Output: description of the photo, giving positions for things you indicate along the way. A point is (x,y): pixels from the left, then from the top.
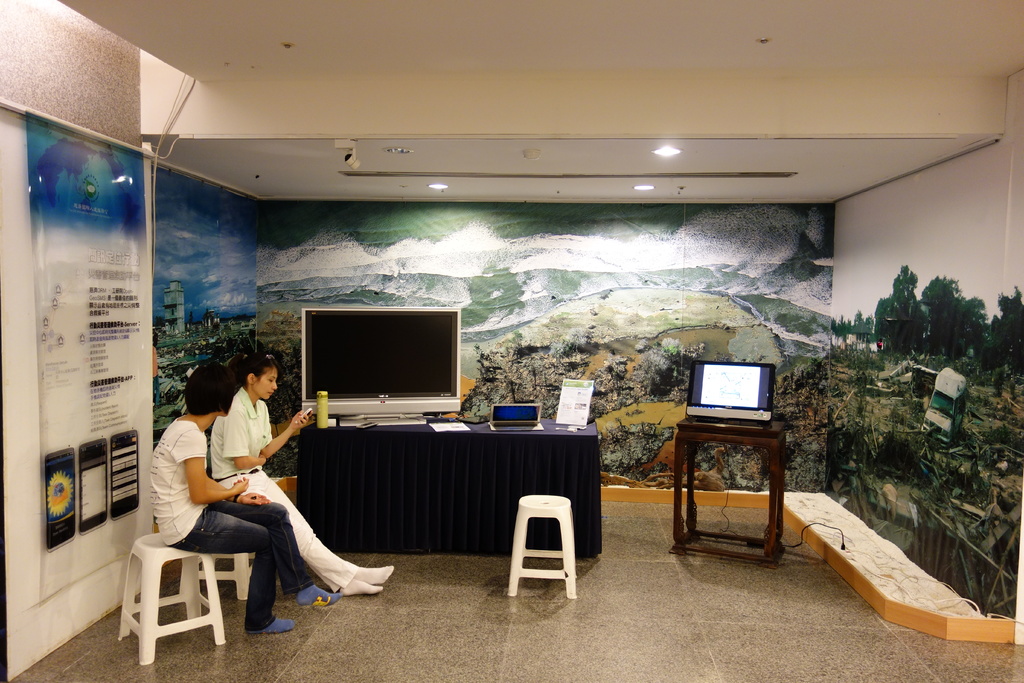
This picture is clicked inside the room (228,614). On the left side of the picture (258,491), we see two women (214,479) sitting on stool (162,556). Beside them, we see a table (453,446) covered with blue cloth (406,460) and on table (327,439) we see television (421,379), laptop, calendar (578,392) and a bottle (320,415) are placed on it. Beside that, we see a brown table (712,429) on which monitor (712,393) is placed and behind the table (765,432), we see a colorful wall (672,297) and on the left corner of the picture (105,266), we see banner (82,262) with some text (114,415) written on it.
